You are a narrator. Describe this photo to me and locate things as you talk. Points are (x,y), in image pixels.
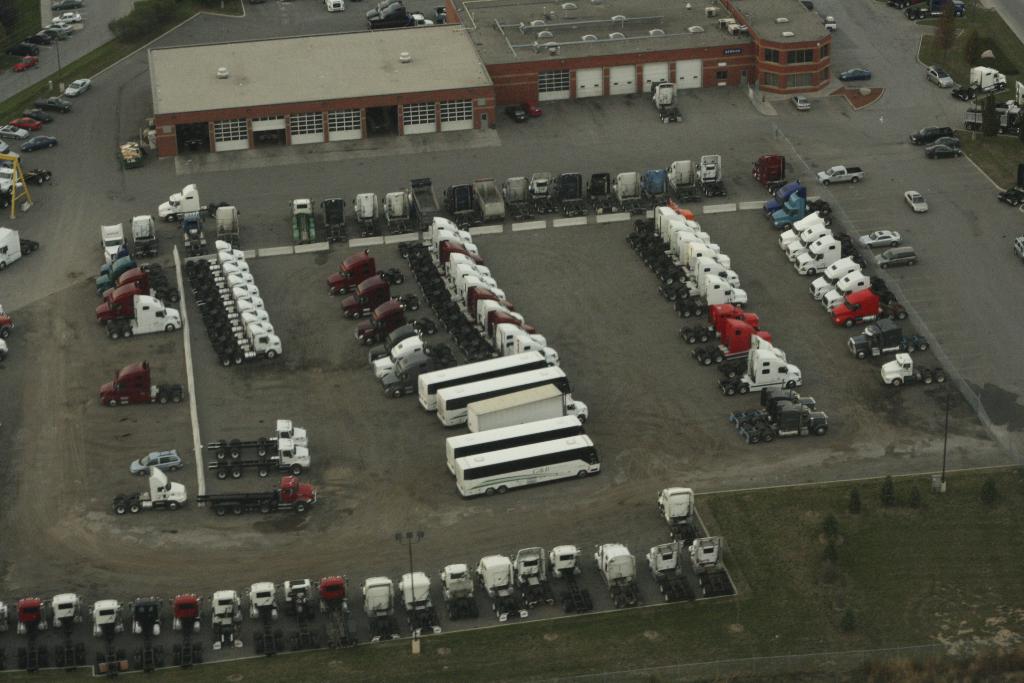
In this picture we can see vehicles (536,353) and electric poles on the ground (686,378) and in the background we can see sheds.
